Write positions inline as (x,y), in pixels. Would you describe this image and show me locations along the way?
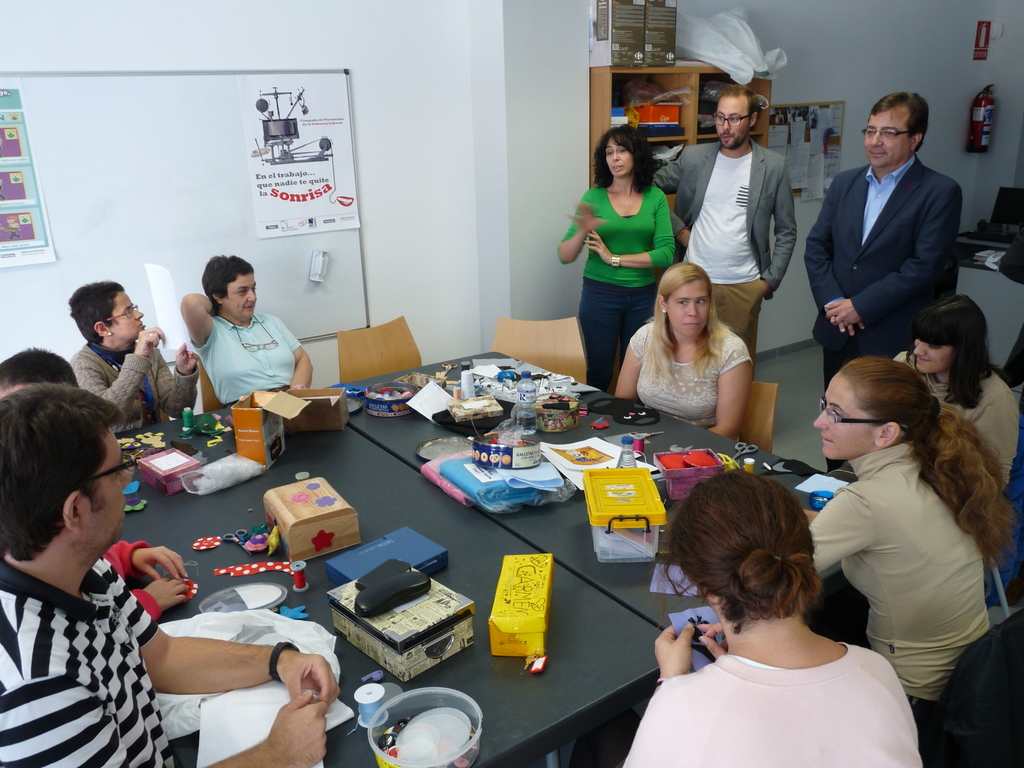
In this image I can see number of people (822,655) sitting on chairs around the black colored table (456,583) and on the table (462,538) I can see few boxes (415,631), few clothes (246,615), few scissors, a bottle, few papers (602,453) and few other objects (540,415). In the background (407,152) I can see the white colored wall (443,134), a white colored board (160,127), few posters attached to the board (180,170), few other persons (607,191) standing, a cabinet (684,121), few objects (665,100) in the cabinet (680,136) and on the cabinet (675,71) and a fire extinguisher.
